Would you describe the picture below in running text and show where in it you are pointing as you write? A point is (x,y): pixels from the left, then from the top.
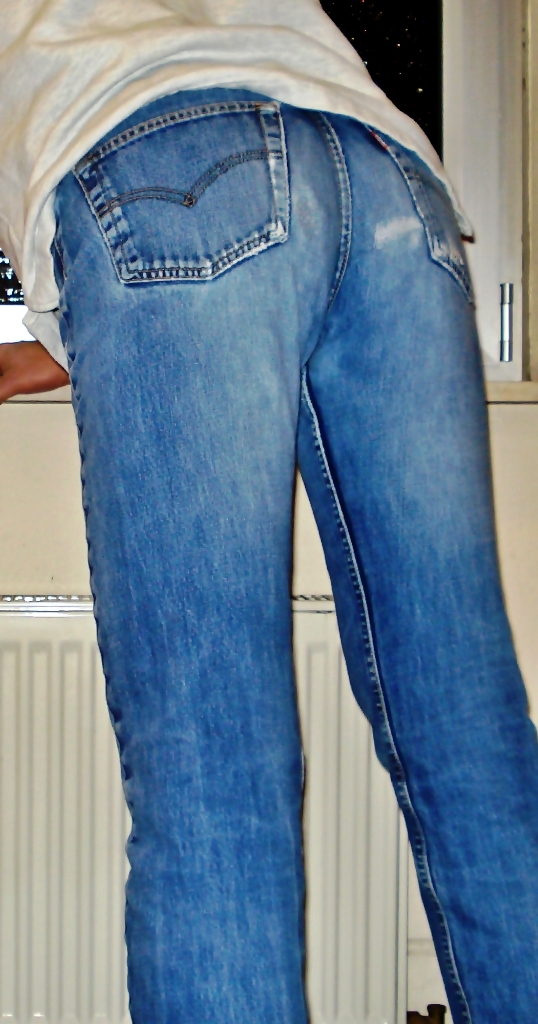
This image is taken indoors. In the background (389,808) there is a window (436,140) and there is a windowsill (514,392) with a radiator (23,694). In the middle of the image (224,562) a person (182,378) is standing.
